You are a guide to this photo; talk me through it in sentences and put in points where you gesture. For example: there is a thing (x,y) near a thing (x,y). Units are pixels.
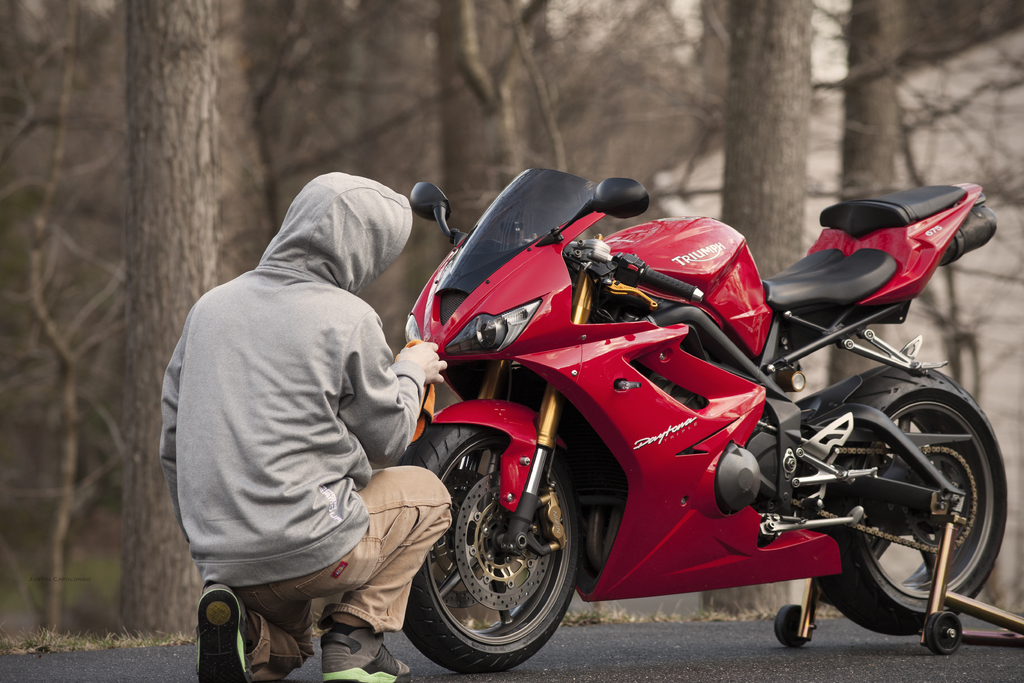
In this picture we can see a vehicle (703,422) on the road (734,634), one person (323,421) is sitting and cleaning, side we can see some trees (668,11).
